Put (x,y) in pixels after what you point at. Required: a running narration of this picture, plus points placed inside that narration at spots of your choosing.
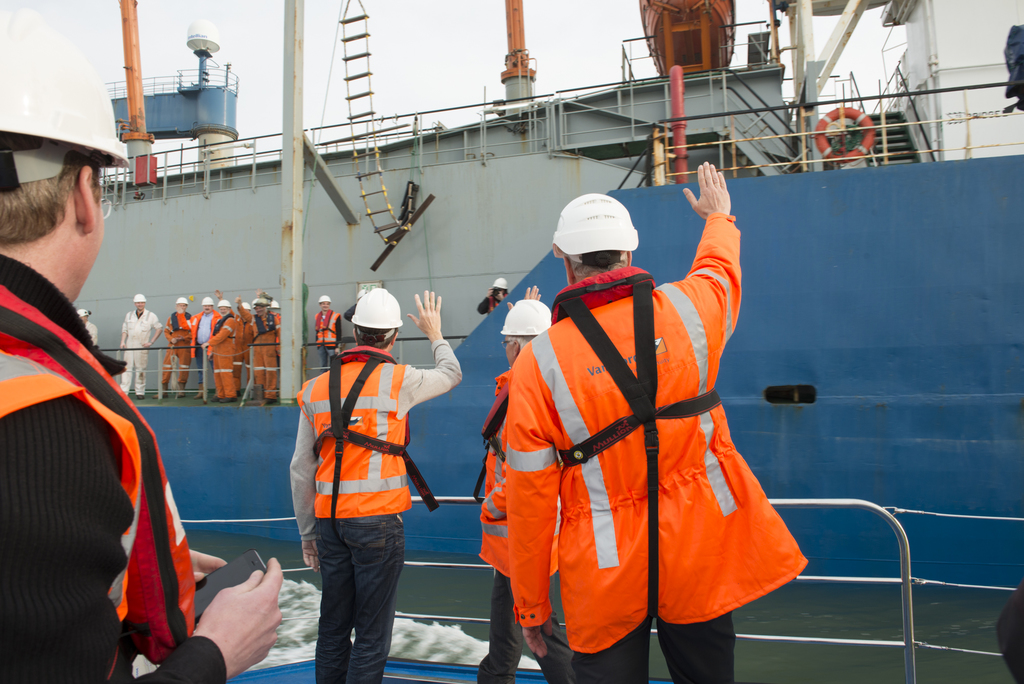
In this image there are so many people (301,518) standing wearing helmet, life jacket (373,448) waving hands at the people (267,305) standing on the ship (654,226), which is constructed with stairs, tube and many other things (154,170).
